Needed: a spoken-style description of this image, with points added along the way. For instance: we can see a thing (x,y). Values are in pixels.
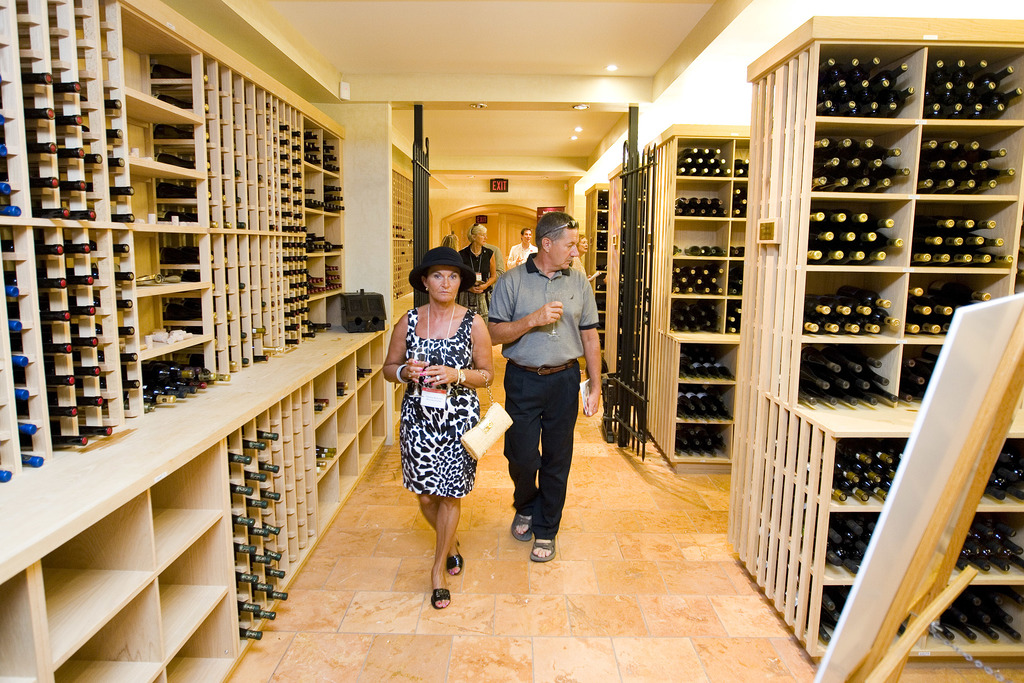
In this image I can see there are persons (555,315) walking on the floor (504,468) and holding a glass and a book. And there are bottles (854,258) on the shelf (763,287). And there is a gate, Board (925,452) and an exit board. And there is an object (357,315).
